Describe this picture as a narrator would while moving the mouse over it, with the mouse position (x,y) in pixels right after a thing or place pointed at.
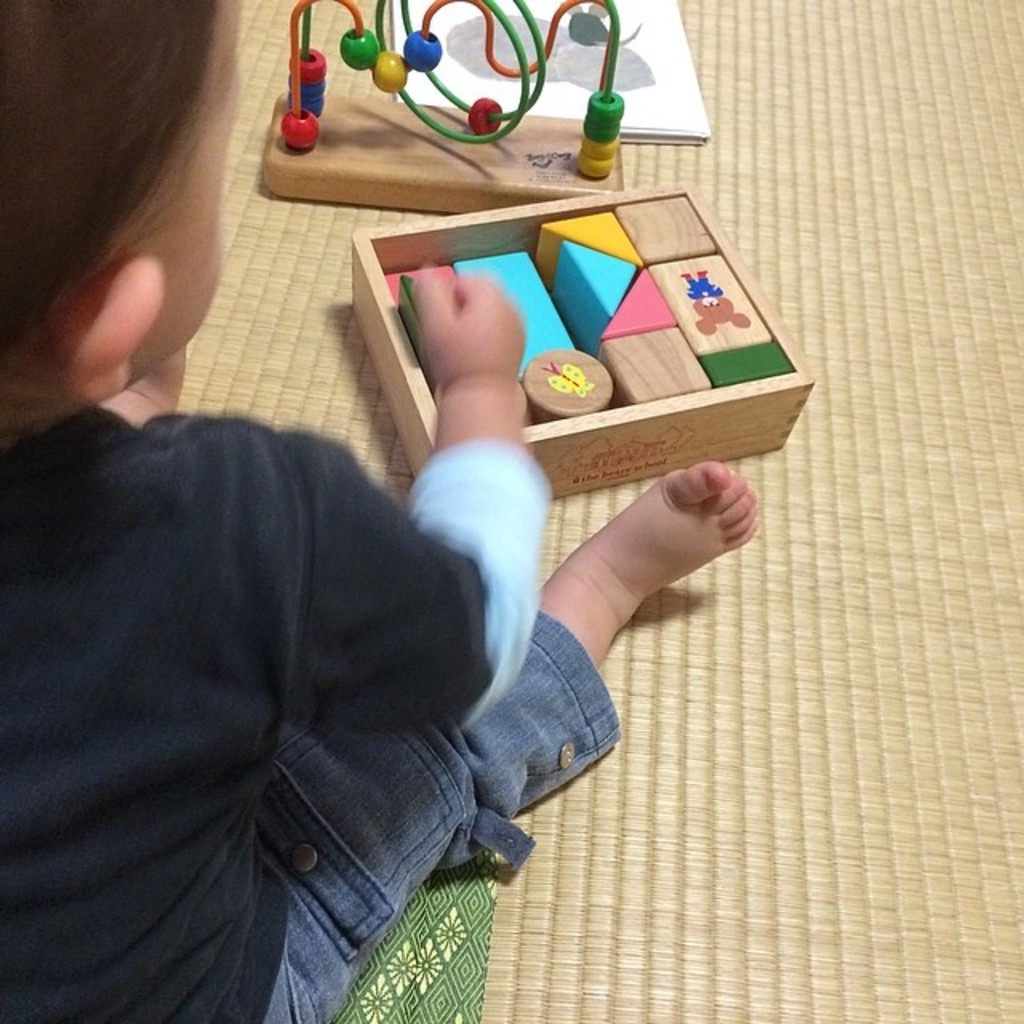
In this picture there is a small boy (224,110) on the left side of the image (240,573) and there are colorful shapes (556,249) and papers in front of him.
